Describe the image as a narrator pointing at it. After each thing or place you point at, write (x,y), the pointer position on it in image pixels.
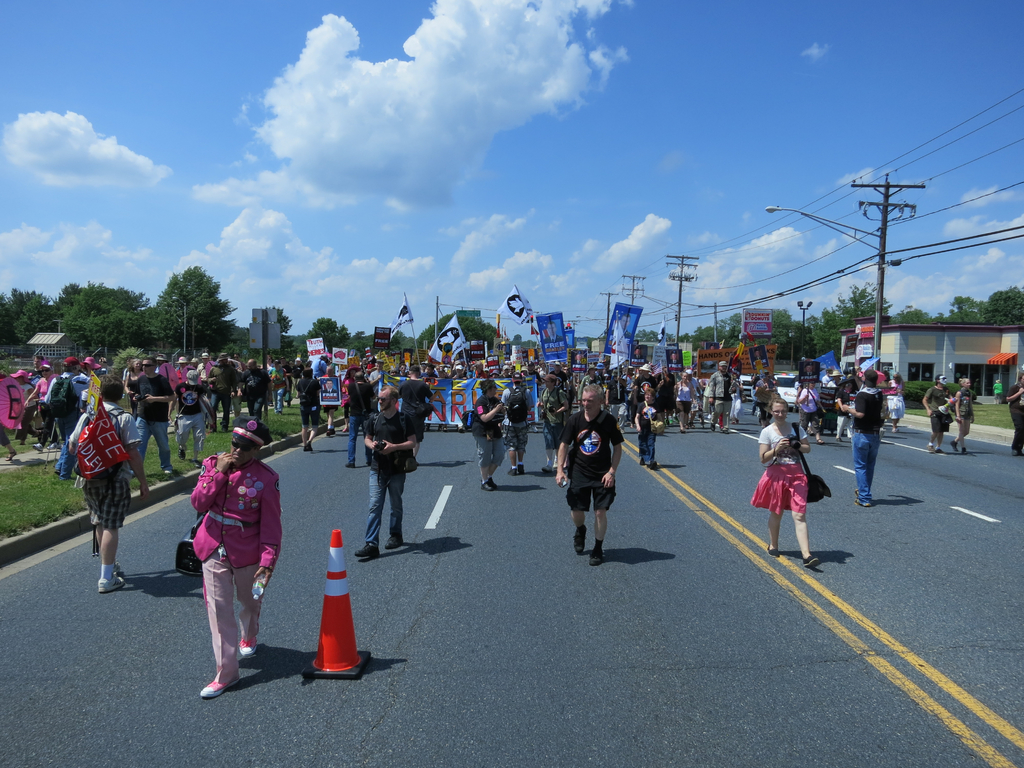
There is a crowd (395,443) standing on the road (153,523) as we can see in the middle of this image (657,478). There are some trees (197,342) in the background (825,336). There are some current poles (608,297) and a building (890,340) on the right side of this image (918,354). There is a cloudy sky (356,216) at the top of this image (359,219).
